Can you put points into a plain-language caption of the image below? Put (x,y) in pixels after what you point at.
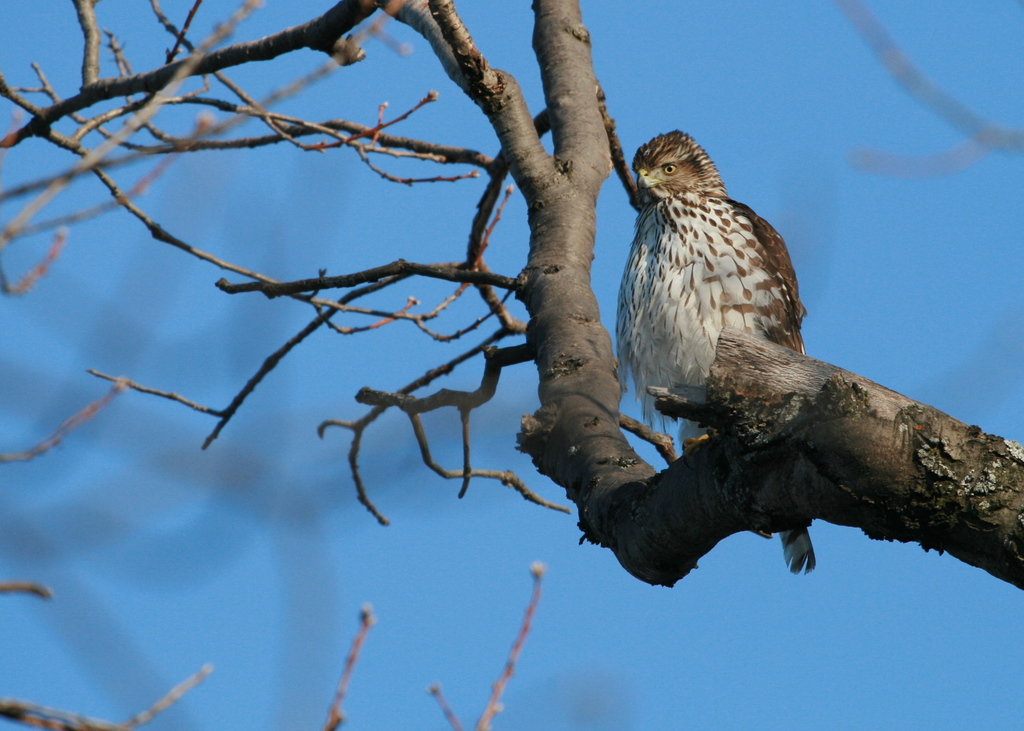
In this image, we can see a bird (696,343) on the branch (662,490) of a tree (552,242) and the background (669,116) is blue in color.
